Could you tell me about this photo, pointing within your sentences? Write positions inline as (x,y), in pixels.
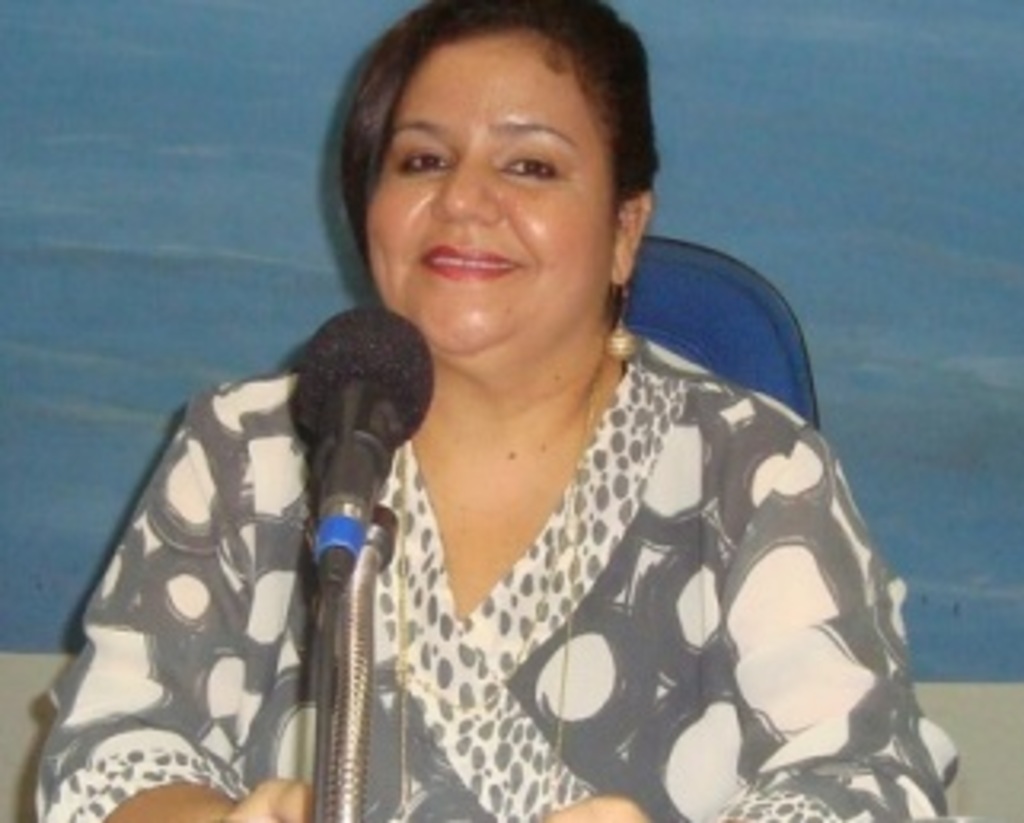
In this picture we can see a woman (474,360), she is smiling, in front of her we can see a microphone (370,457).
